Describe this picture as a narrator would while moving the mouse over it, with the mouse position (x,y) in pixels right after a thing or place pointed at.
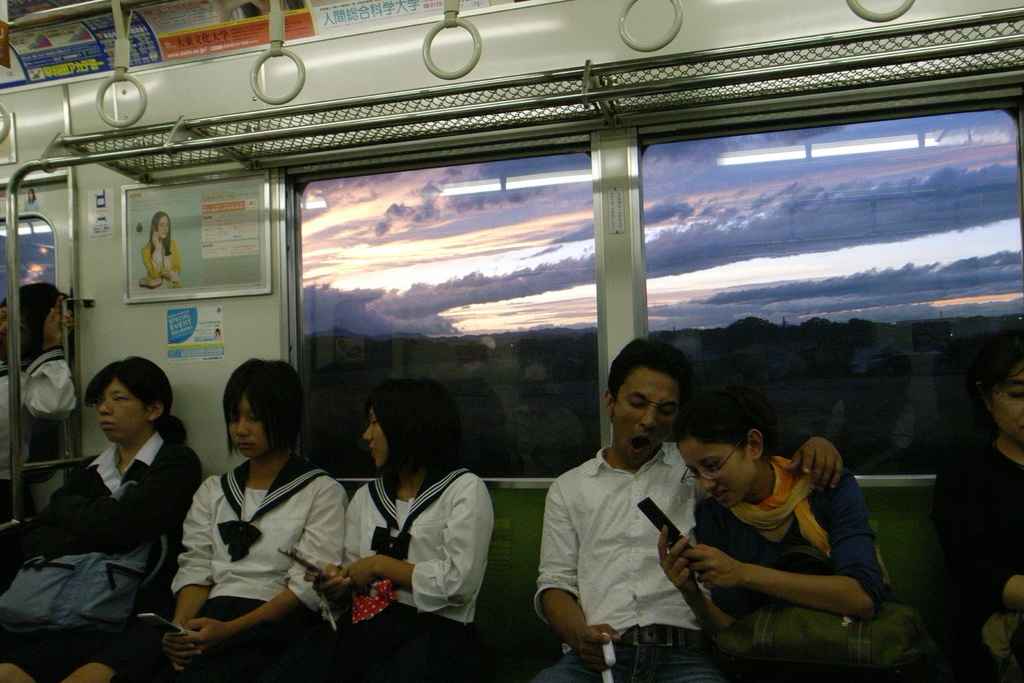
In this image, we can see the internal view of a vehicle (356,471). We can see some glass windows (829,429). We can see some posters (202,215) and holders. We can see some trees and the sky (980,297) with clouds (451,307).
